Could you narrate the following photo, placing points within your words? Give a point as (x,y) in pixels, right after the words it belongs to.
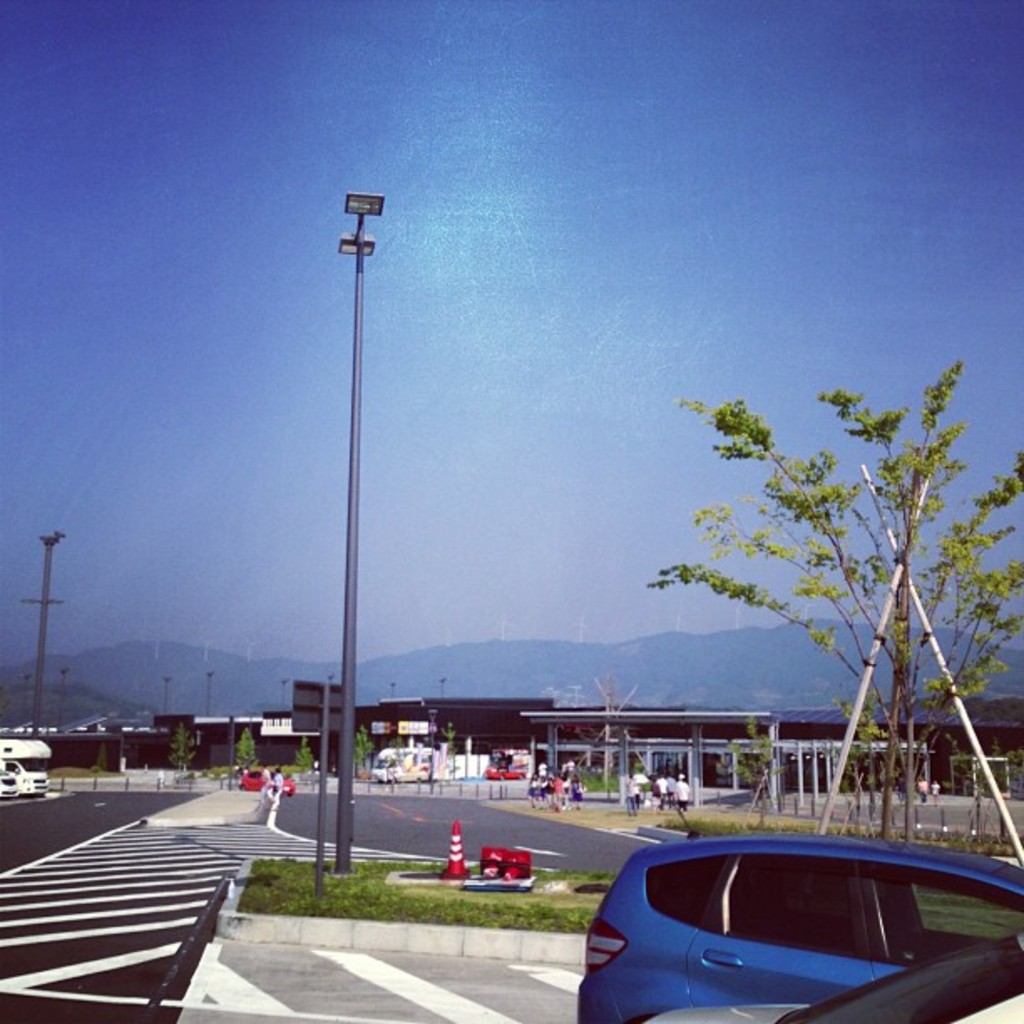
Sky (200,159) is in blue color. Here we can see light poles (367,214), vehicles (728,870), people (655,785) and trees (240,748). Far there are buildings (588,736).
